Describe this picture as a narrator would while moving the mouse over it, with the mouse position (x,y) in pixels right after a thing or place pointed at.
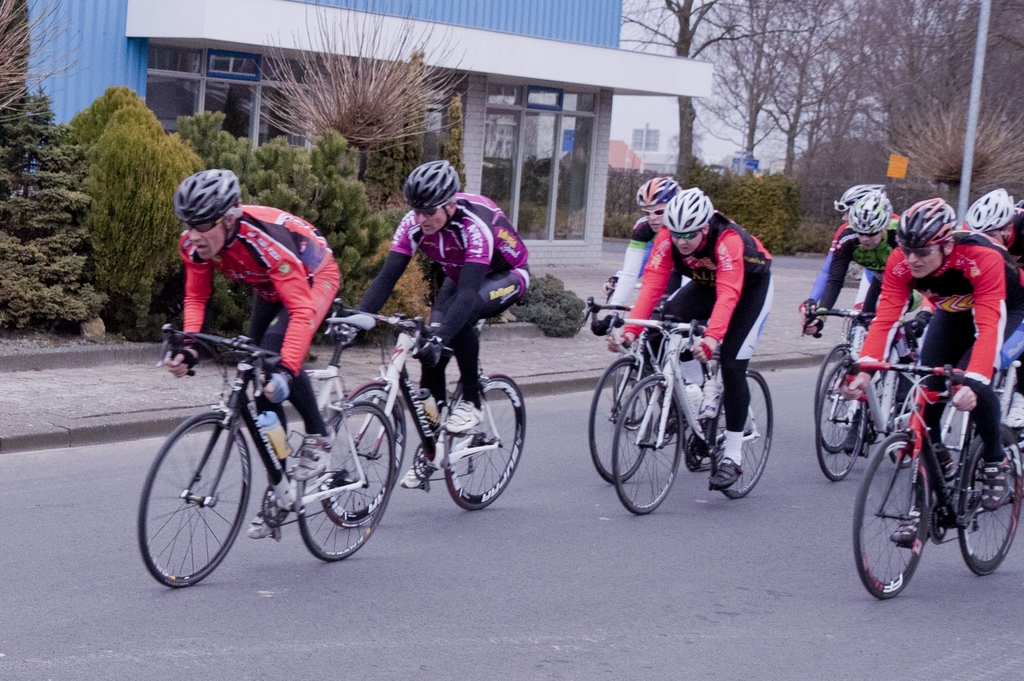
In this picture we can see a group of people (884,257) wore helmets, goggles (917,251), riding bicycles (691,430) on the road (355,650) and in the background (13,126) we can see trees (909,102), buildings (593,150), poles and some objects (648,137).
